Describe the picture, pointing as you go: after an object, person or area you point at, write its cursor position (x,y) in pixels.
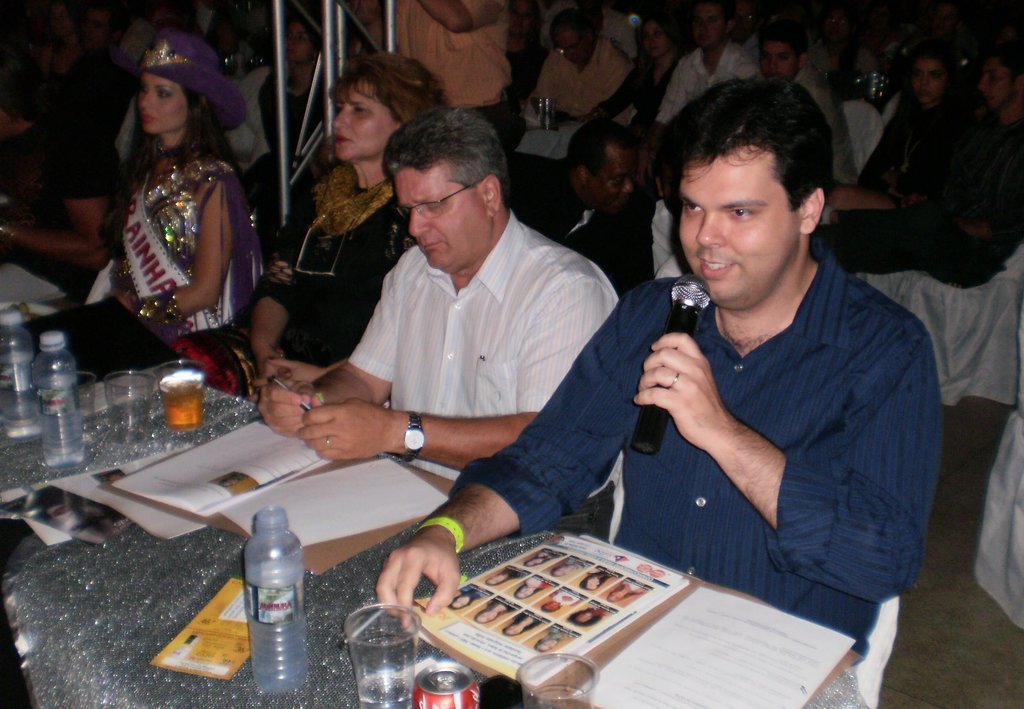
There is a person (723,298) sitting on a chair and he is on the right side (711,263) and he is speaking on a microphone (704,293). Here we can see a few people (285,289) who are sitting on a chair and this is a table (103,628) where water bottles (69,465) and files (538,606) are kept on it.
